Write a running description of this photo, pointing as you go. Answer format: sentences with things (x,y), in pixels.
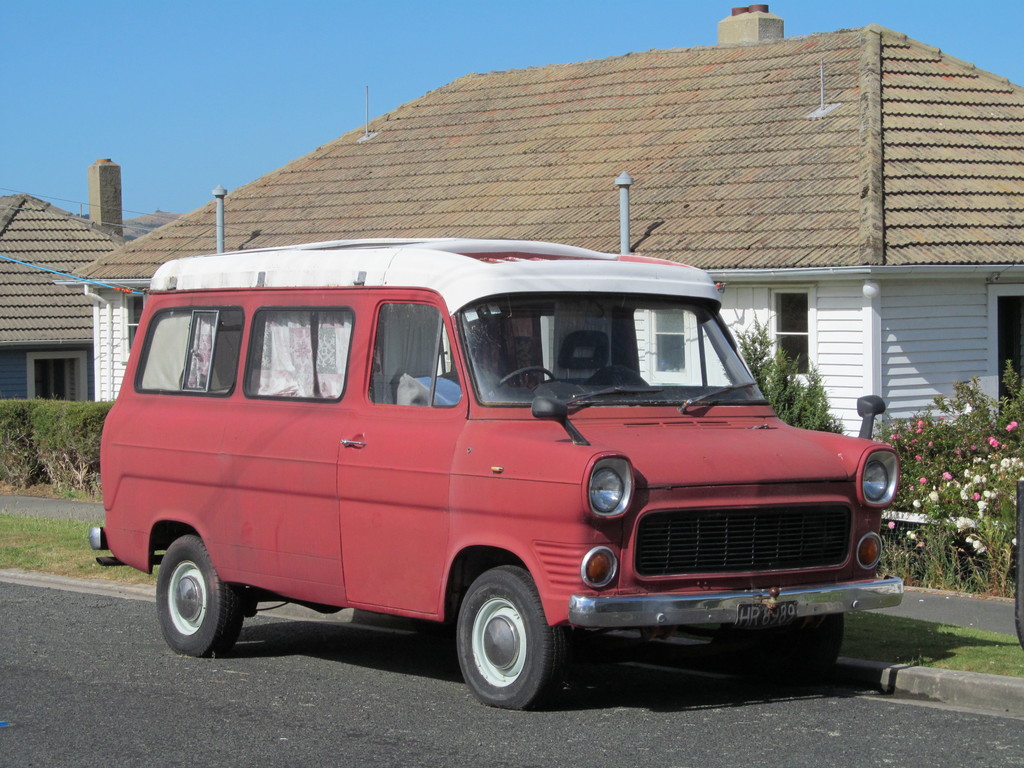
In this image we can see a vehicle (502,523) on the road (695,663). In the background (1,382) there are houses (978,368), plants (956,492) and flowers (1005,467). At the top (369,53) there is sky (435,41) and we can see hedges (76,460).
